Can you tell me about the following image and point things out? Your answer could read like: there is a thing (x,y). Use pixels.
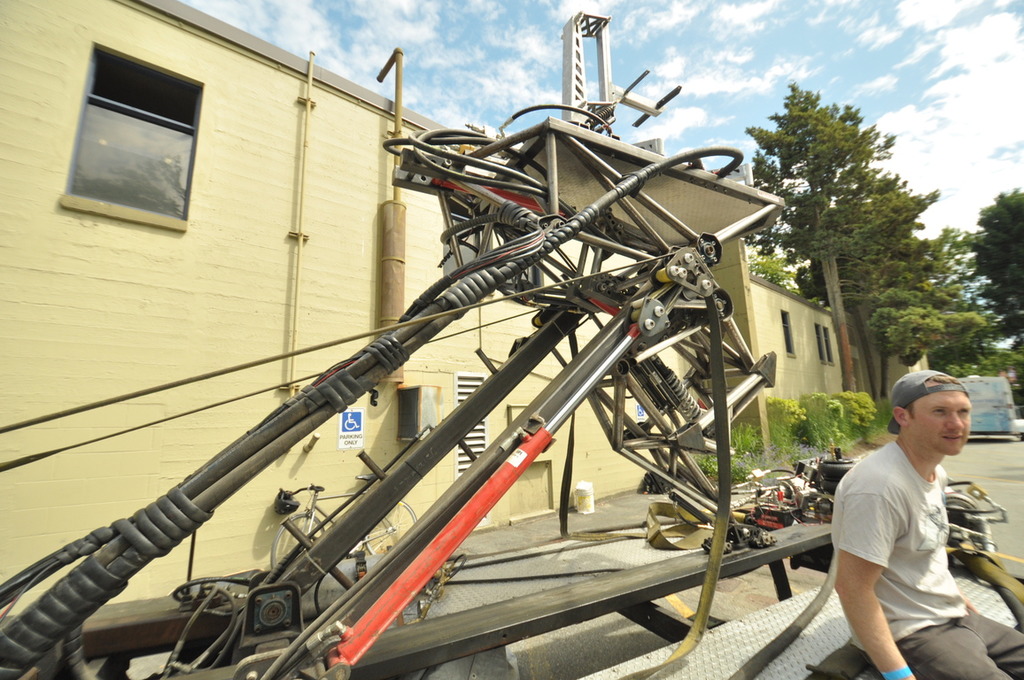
In the middle of the image (580,369) there is a vehicle (378,661), on the vehicle (346,620) a man (951,411) is sitting. Behind the vehicle (709,198) there is a building (23,195) and there are some plants (878,401) and trees (808,129). Top of the image (979,93) there are some clouds (299,19) and sky (299,19).
